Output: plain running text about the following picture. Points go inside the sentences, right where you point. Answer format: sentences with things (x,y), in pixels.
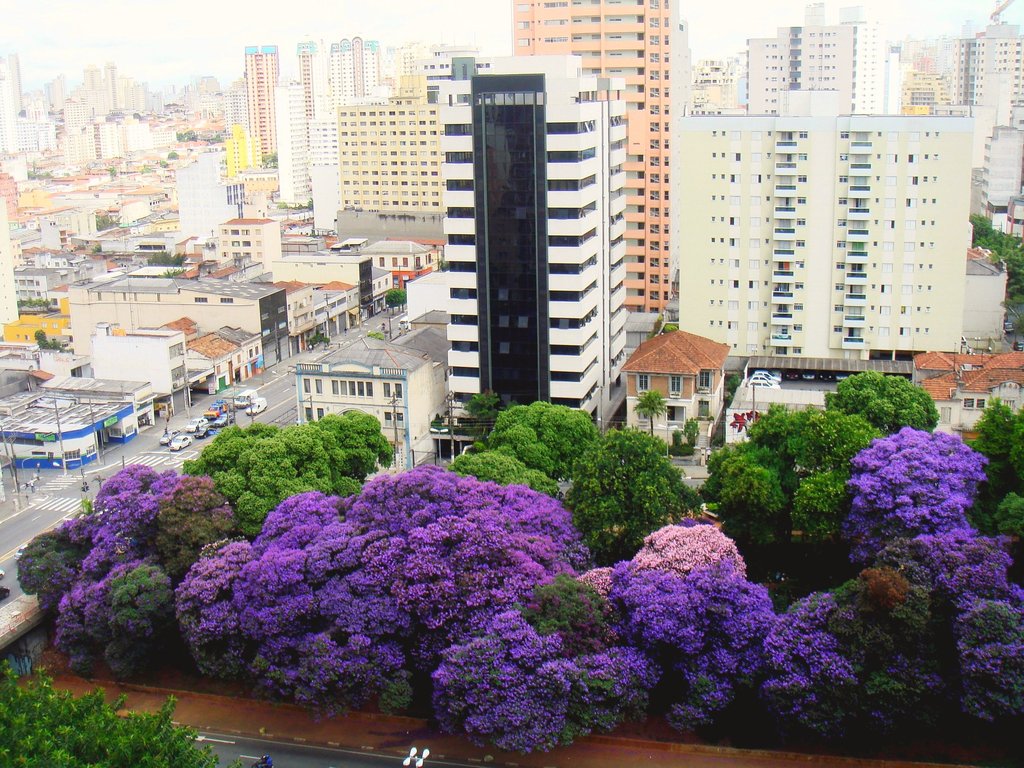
In this image I can see many trees (527,627) which are in purple, pink and green color. In the background (201,420) I can see the vehicles (173,442) on the road (196,438). To the side of the road (156,447) I can see many buildings (445,358) and poles (4,445). I can also see few more buildings (488,374) and the sky (216,12) in the back (241,89).
